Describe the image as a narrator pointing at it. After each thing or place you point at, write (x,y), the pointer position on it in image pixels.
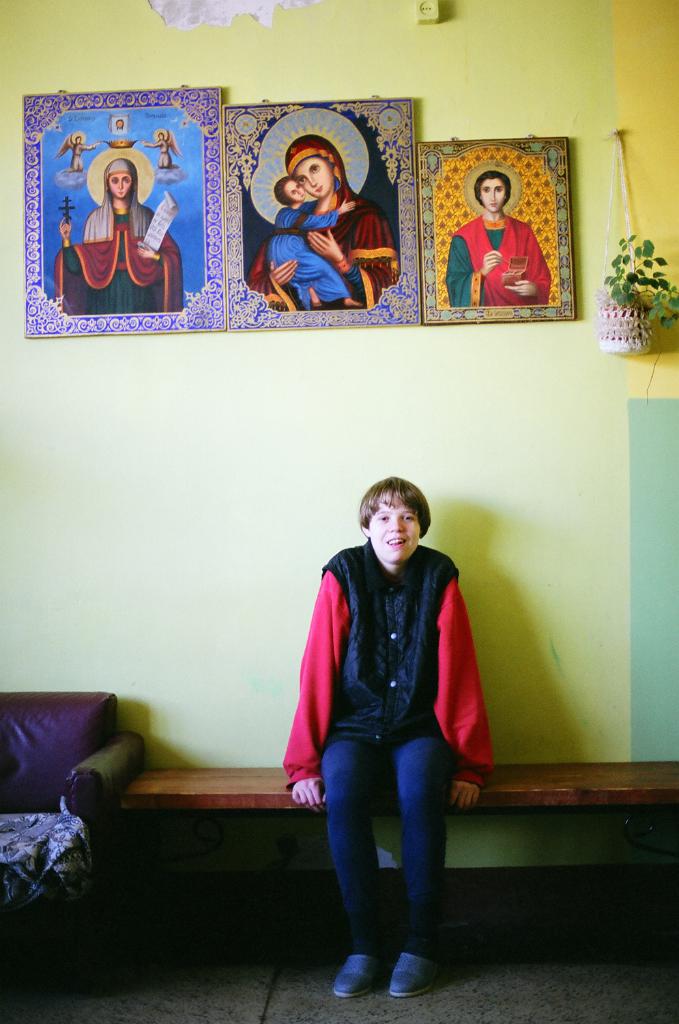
As we can see in the image there is a chair (4,798), a person (359,716) sitting on bench (282,810), photo frames (245,232), wall (119,510) and a plant (656,299).
